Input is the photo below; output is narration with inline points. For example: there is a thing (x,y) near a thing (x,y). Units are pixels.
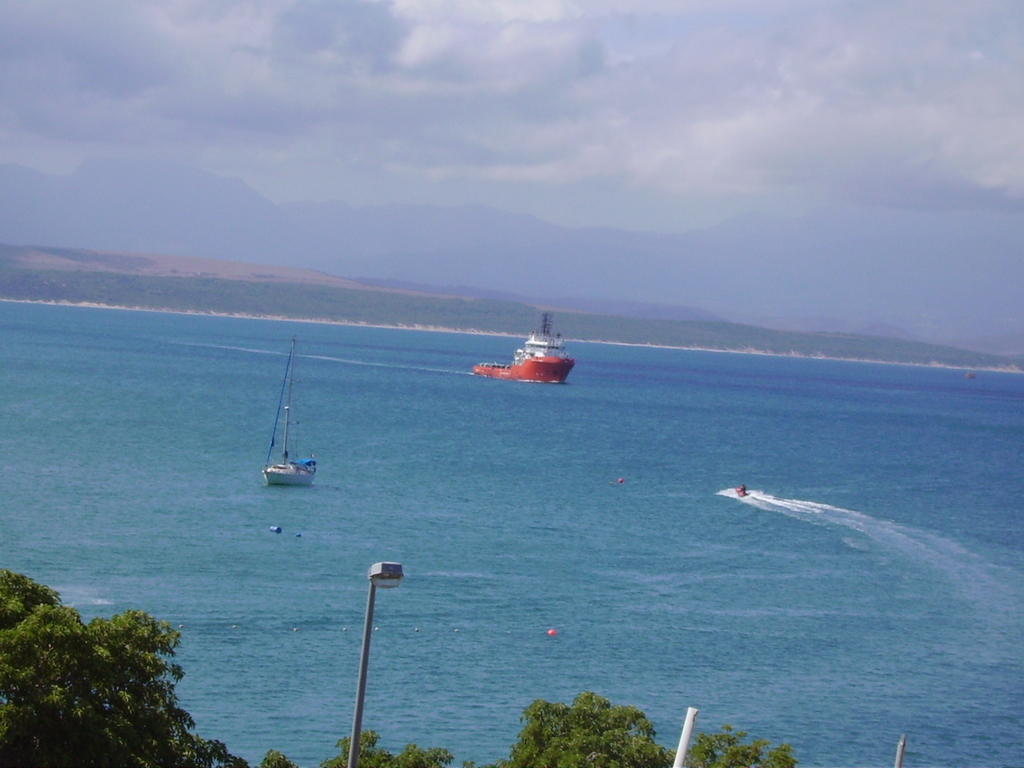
There is a ship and boat (310,470) on the water (487,497). At the bottom (129,675) there are trees (575,712) and a light pole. In the background (349,136) there are hills (851,287) and sky (498,110) with clouds (660,108).
